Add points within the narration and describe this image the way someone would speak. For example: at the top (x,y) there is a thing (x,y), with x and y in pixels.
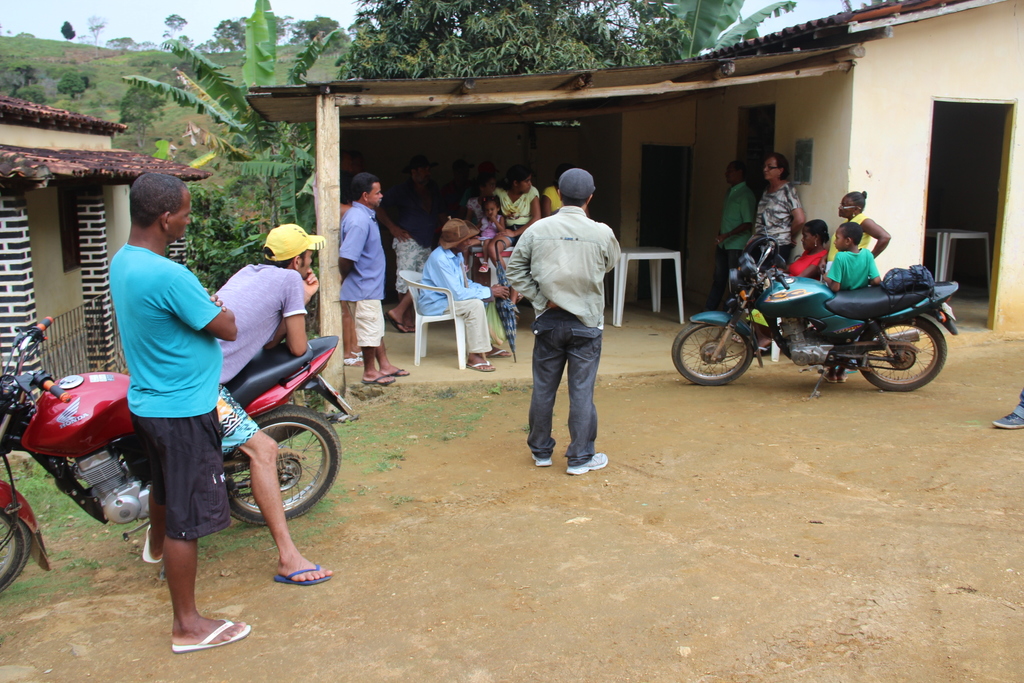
In this picture, we see many people (353,287) standing and sitting. In this picture, we see two bikes (878,371) on which man (248,326) with violet t-shirt (255,311) and yellow cap (272,240) sat on it. Behind them, we see a house (828,134) and behind that, we see trees (551,25).
